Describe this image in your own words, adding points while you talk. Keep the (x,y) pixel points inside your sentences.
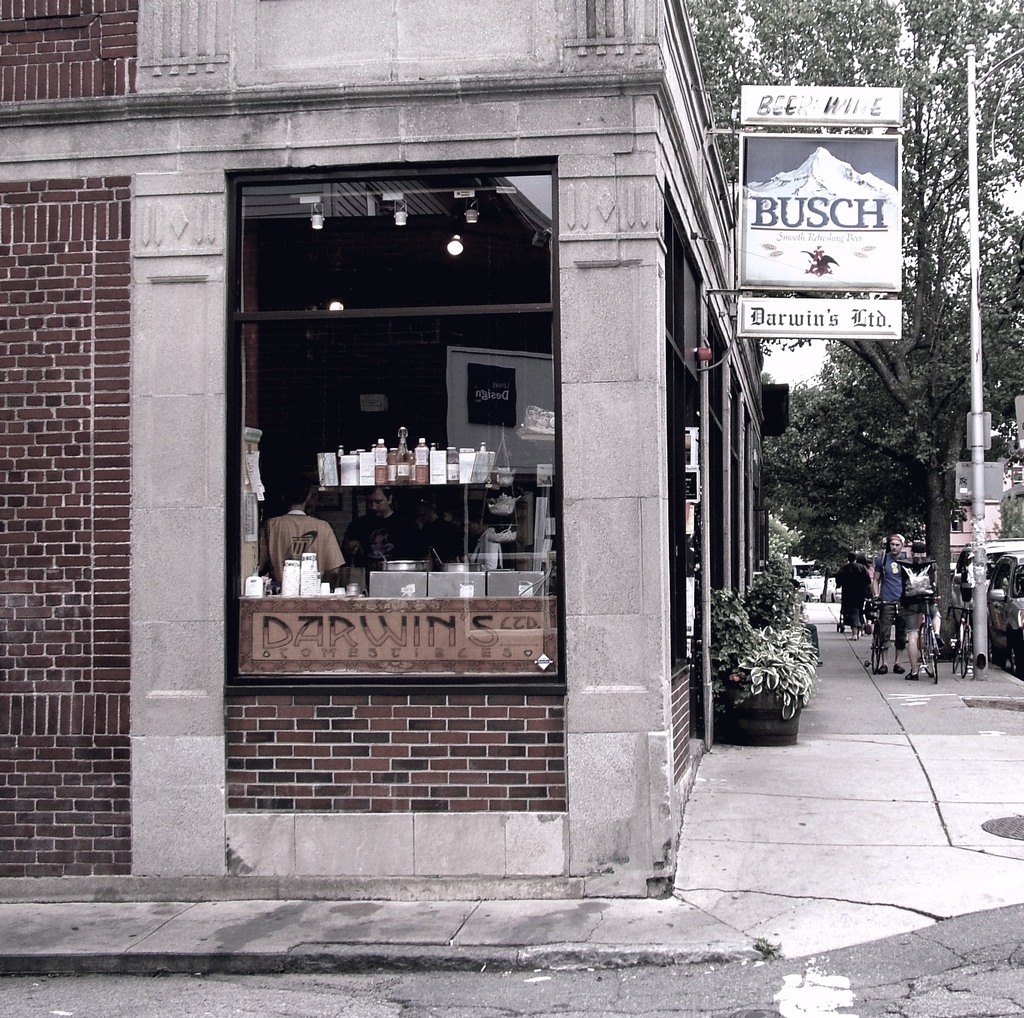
In this image there is a building (61,626) in the middle (514,630). On the right side (892,670) there is a footpath (904,782) on which there are few people (894,610) who are holding the cycles (926,642). At the top (758,240) there is a hoarding (817,232). In the middle (459,508) there is a glass (356,498) through which we can see that there are bottles (404,457) and trays (382,593). On the right side (971,53) there is an iron pole (969,146) on the footpath (977,699). Beside the pole (973,441) there are trees (863,488).
